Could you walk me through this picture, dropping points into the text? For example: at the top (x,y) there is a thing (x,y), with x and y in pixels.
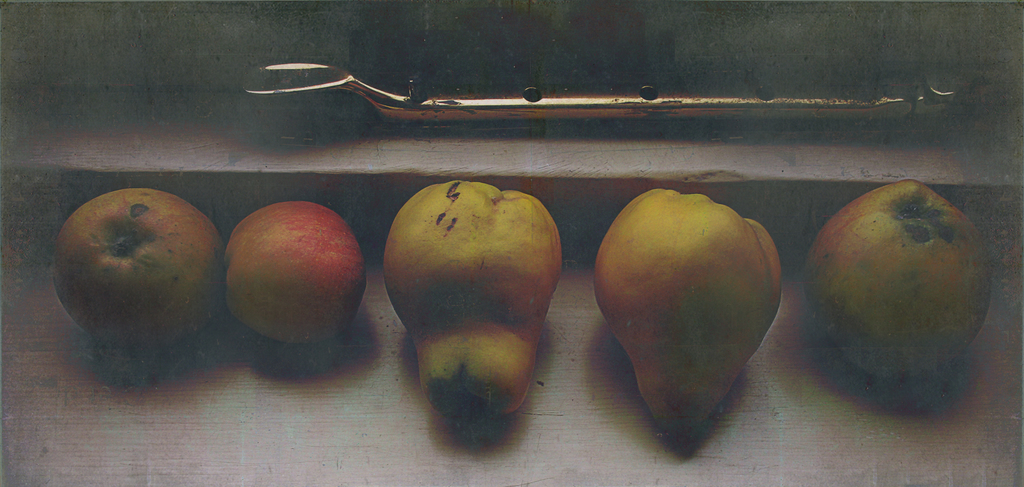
In the foreground of this image (612,284), we see a pear fruit (468,288) and apple (305,296) placed on the surface (567,440). In the background (608,103), we see a window handle (639,103).
